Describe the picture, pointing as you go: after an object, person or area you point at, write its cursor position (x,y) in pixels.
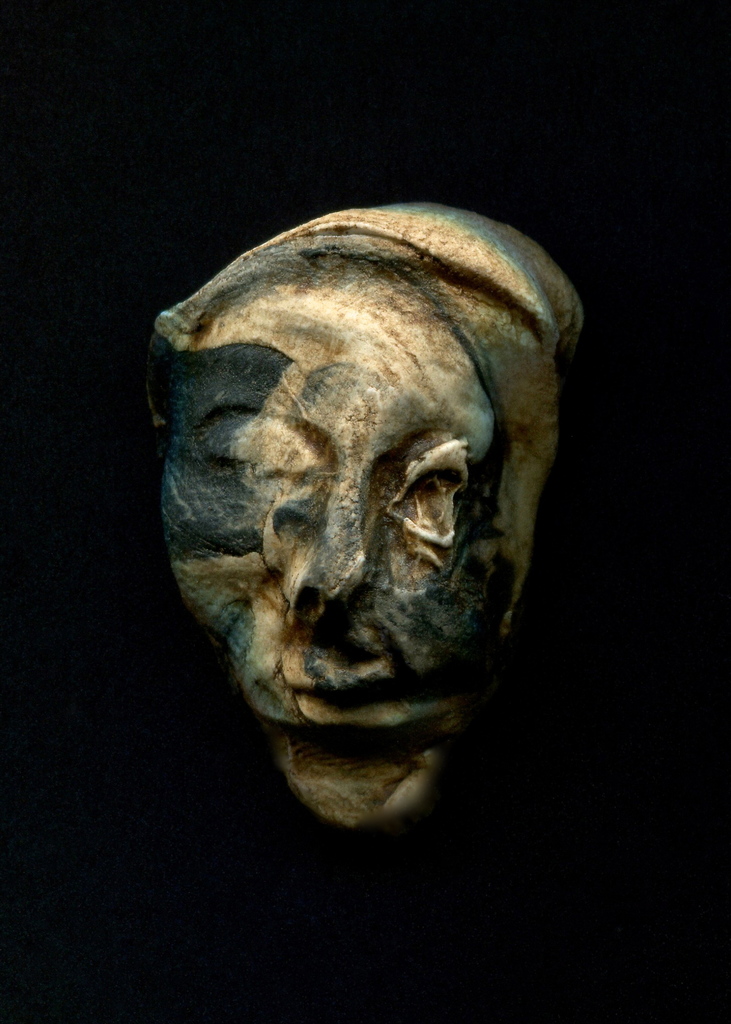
In this image we can see one sculpture (353,761) and there is a black background (83,712).
